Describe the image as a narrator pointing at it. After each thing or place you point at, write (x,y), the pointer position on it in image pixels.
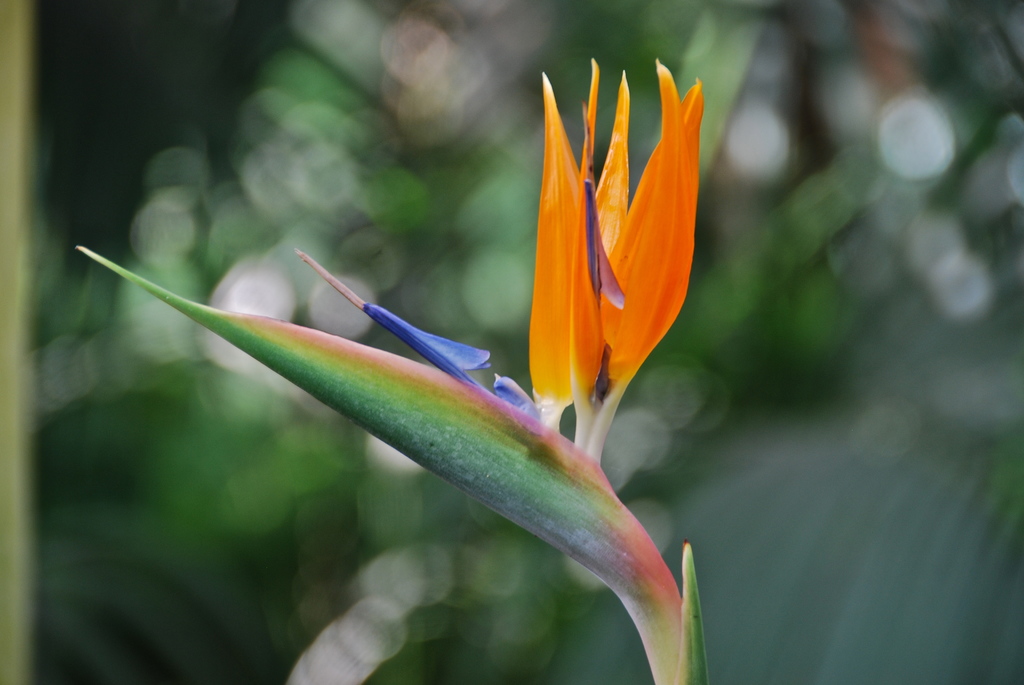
There is a plant (608,386) in the foreground area of the image (545,379).
